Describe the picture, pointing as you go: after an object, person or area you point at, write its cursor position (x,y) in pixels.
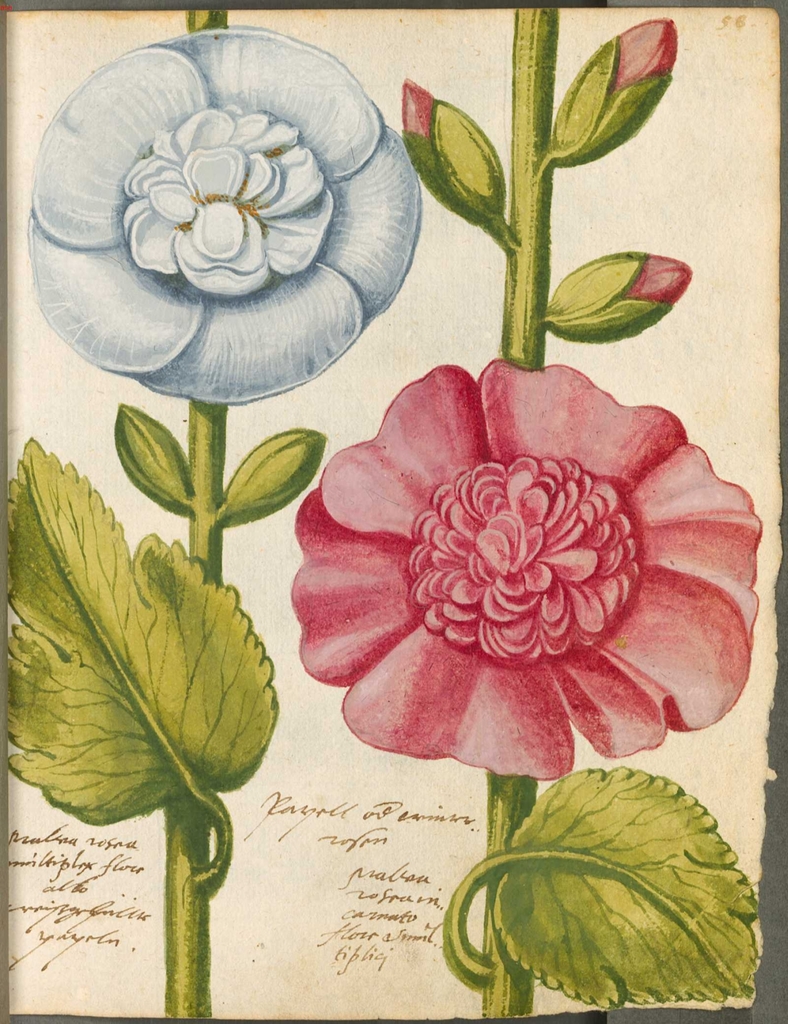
This is a painting and in this painting we can see flowers (355,570), leaves (663,871) and some text (384,896).
